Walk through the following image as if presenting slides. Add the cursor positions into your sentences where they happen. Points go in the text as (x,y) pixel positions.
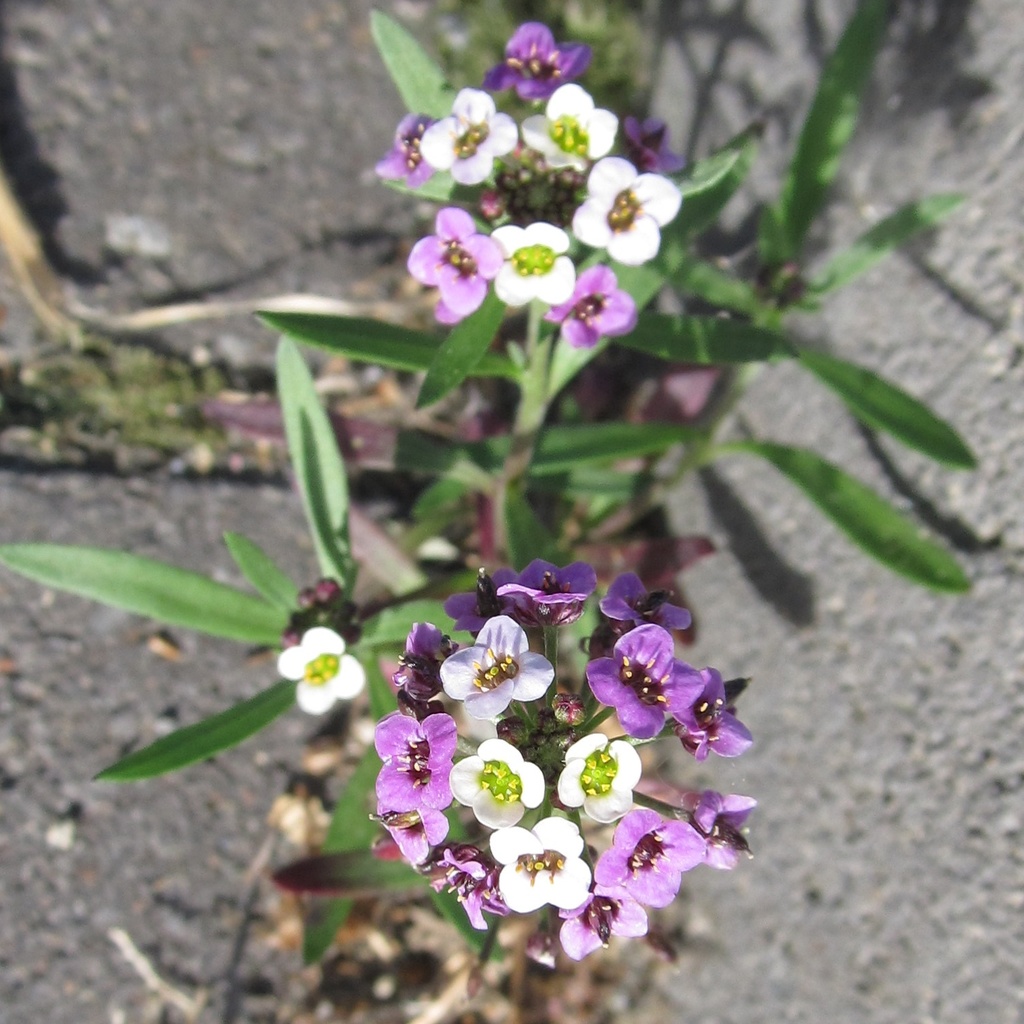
There are white and violet color flowers (498,713) of the plants (415,584) which are having green color leaves (322,553). And the background (112,127) is blurred.
